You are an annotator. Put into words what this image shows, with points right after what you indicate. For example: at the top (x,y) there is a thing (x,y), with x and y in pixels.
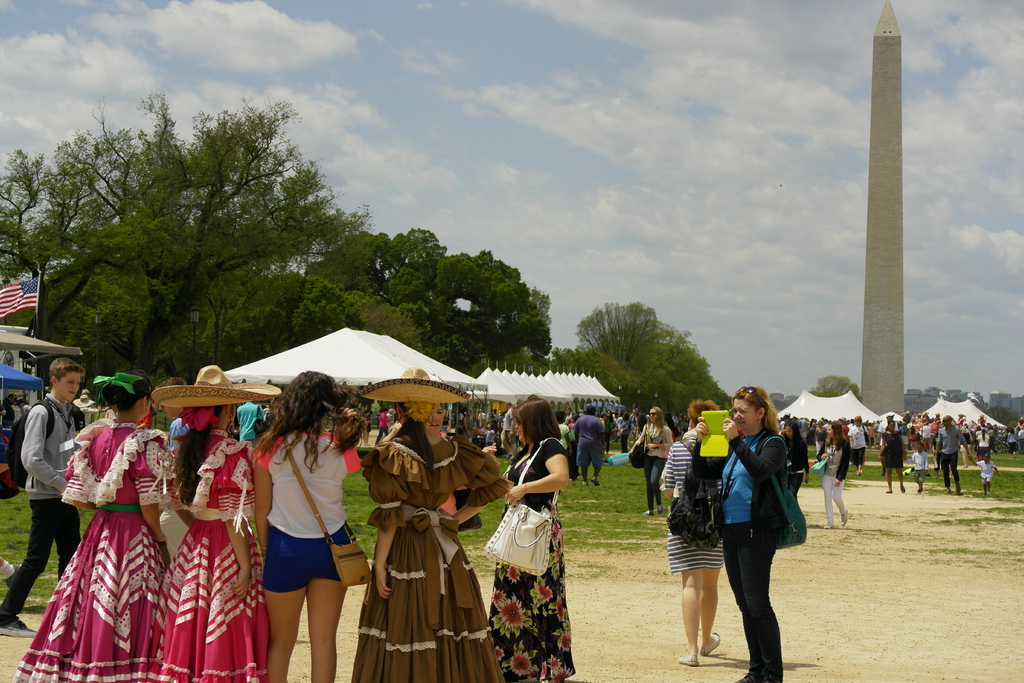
This picture is clicked outside. In the center (628,419) we can see the group of persons (548,483) and we can see the sling bags (523,516), backpacks (697,514) and the tents (794,408). In the background (426,27) we can see the sky (581,153), trees (446,307), flag (19,310), green grass (478,535), tower (891,382), buildings (1000,404) and many other objects (997,451).
